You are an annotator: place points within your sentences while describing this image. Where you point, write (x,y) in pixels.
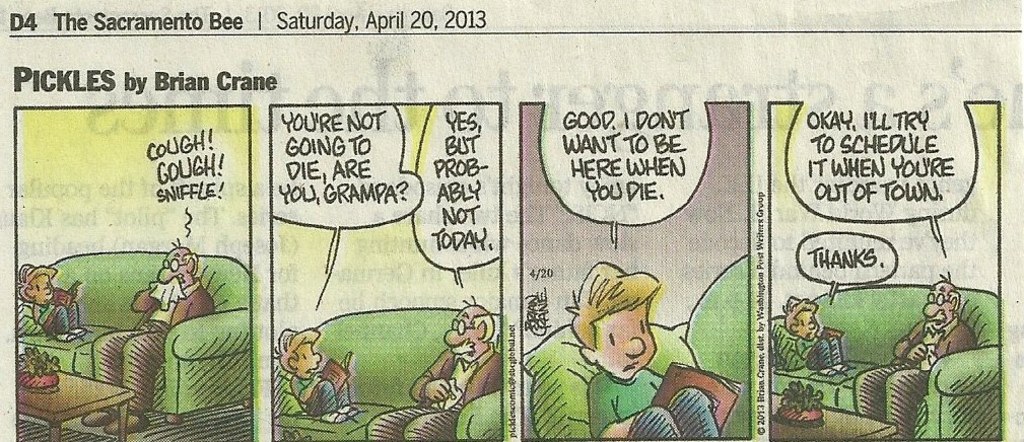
This is a comic column (525,116) in the newspaper (443,425). We can see a man (141,321) sitting in a sofa (130,301) and sneezing. There is a boy (41,317) who is also sitting in a sofa (84,289) and reading a book (70,298). There is a house plant (36,370) on the table (89,405).
